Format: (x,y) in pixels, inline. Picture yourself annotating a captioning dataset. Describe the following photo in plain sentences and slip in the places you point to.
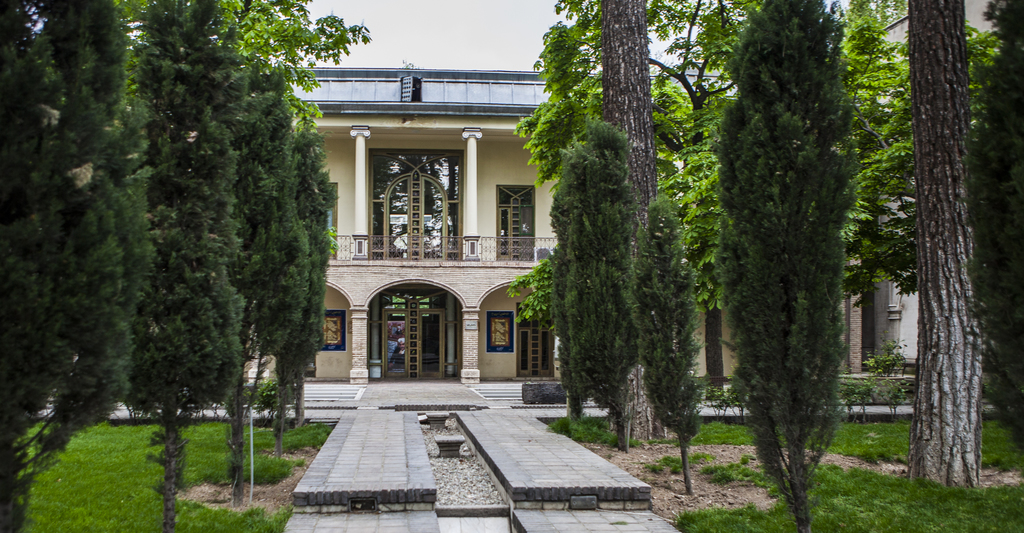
There are some trees (175,288) on the left side of this image (160,306) and right side of this image (755,354) as well. We can see a building (415,271) in the middle of this image (475,290) and there is a sky (436,36) at the top of this image (438,38).
